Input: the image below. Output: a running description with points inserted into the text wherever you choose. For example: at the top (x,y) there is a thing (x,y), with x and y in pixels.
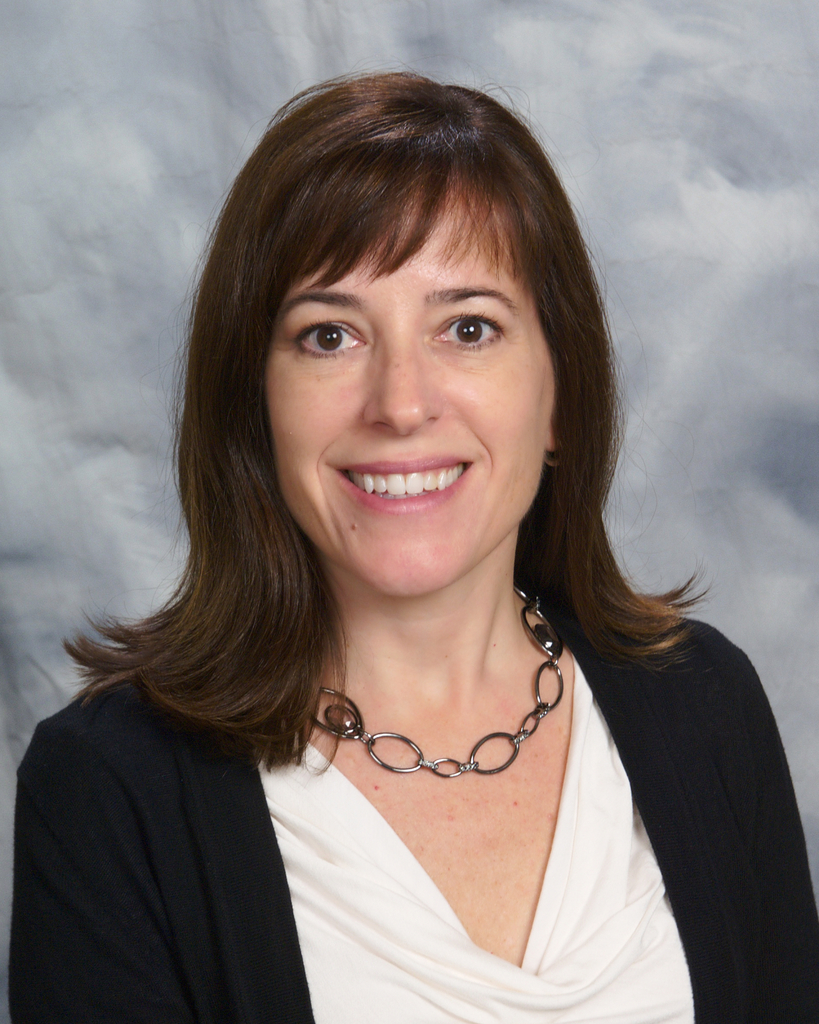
In the center of the image (278,497) there is a lady (355,801). She is smiling. In the background (624,311) there is a wall (123,262).
